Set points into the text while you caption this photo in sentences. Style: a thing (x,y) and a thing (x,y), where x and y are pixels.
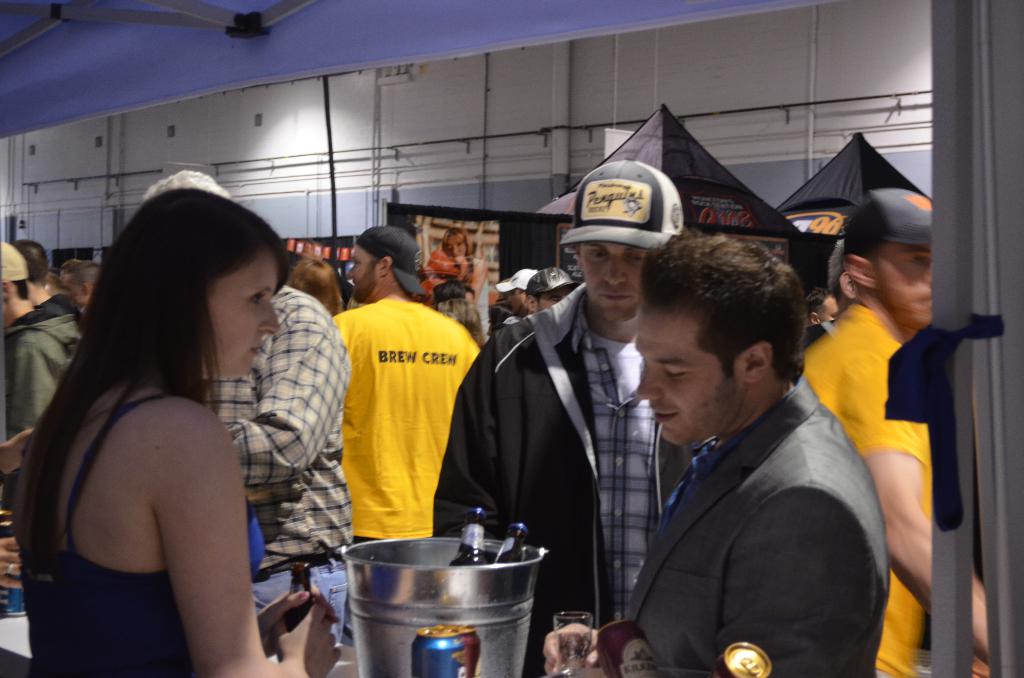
In this picture we can see group of people (660,404), at the bottom of the image (530,590) we can see few bottles (523,530) in the bucket (513,623), beside the bucket (481,596) we can see a man (661,547), he is holding a glass (557,625), in the background (557,202) we can see tents (855,187) and pipes (808,121).
